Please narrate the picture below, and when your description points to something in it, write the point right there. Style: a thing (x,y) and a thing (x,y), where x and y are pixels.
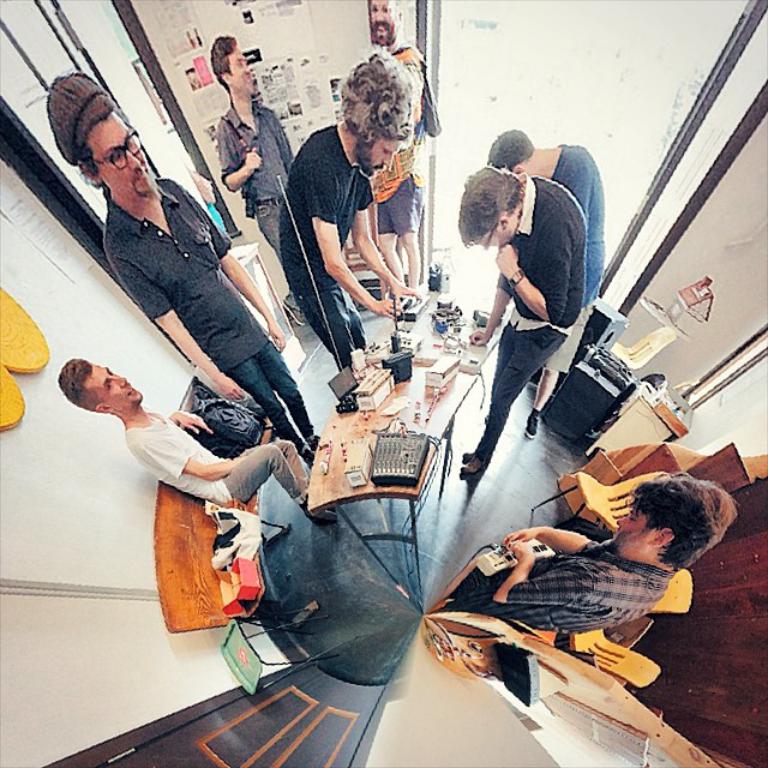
In the picture I can see a few people (508,151) standing on the floor (266,515). There is a man (141,440) sitting on the wooden bench (194,523) and he is on the left side (198,505). There is a man (529,534) on the right side (666,573) is holding an extension box (529,550) in his hands (529,534). In the background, I can see two men (225,144) and they are smiling. It is looking like a wooden door (316,737) on the bottom left side of the picture (254,722). I can see the wooden table (440,369) on the floor (444,457) and there are electronic objects (447,364) on the table (464,329).
